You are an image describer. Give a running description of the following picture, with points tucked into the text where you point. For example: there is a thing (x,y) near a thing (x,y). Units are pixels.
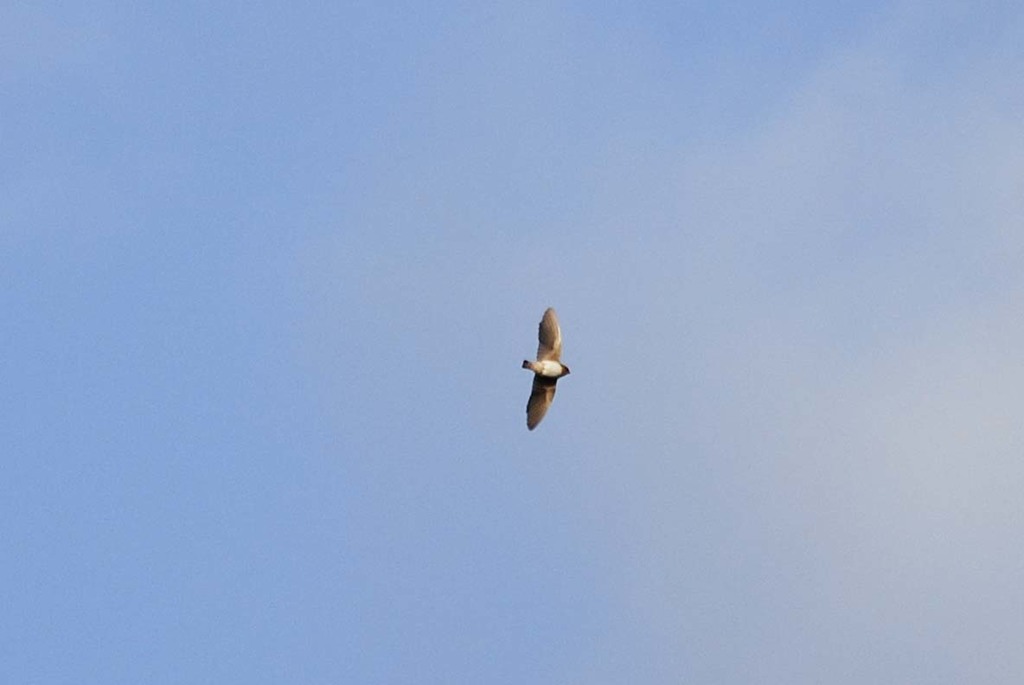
In this image there is a bird (546,396) flying in the sky (617,423).
